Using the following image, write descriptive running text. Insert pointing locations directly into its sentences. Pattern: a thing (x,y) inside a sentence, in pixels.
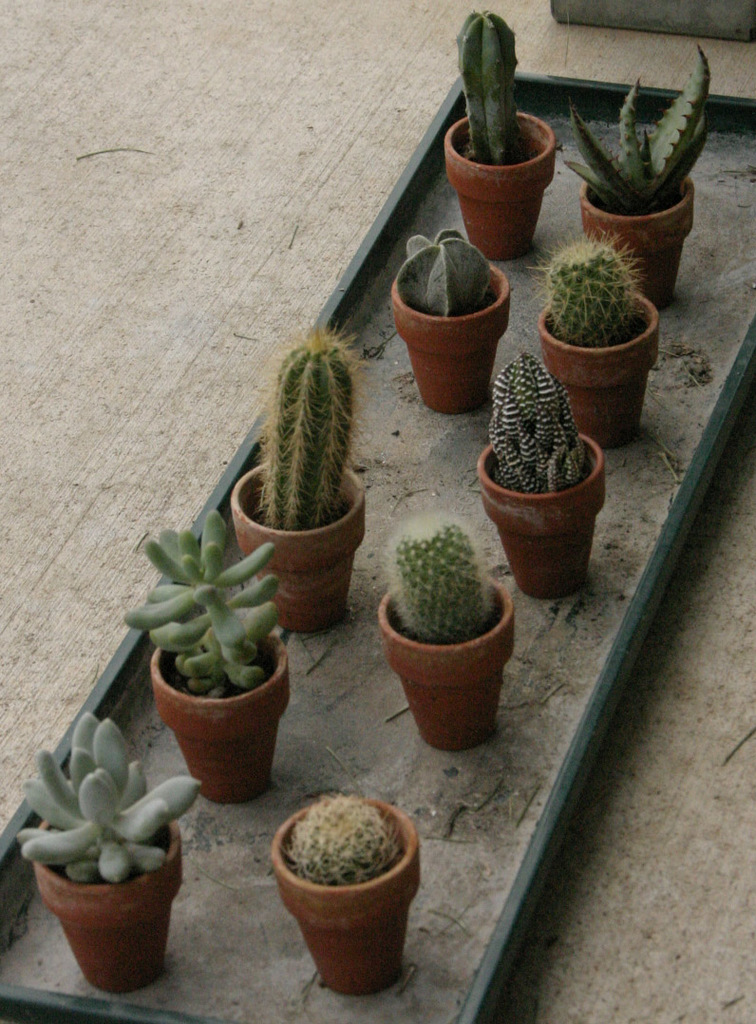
In this image there is a tray (46,980), in that tray (745,323) there are pots (525,195), in that pots (119,967) there are desert plants (349,873).
